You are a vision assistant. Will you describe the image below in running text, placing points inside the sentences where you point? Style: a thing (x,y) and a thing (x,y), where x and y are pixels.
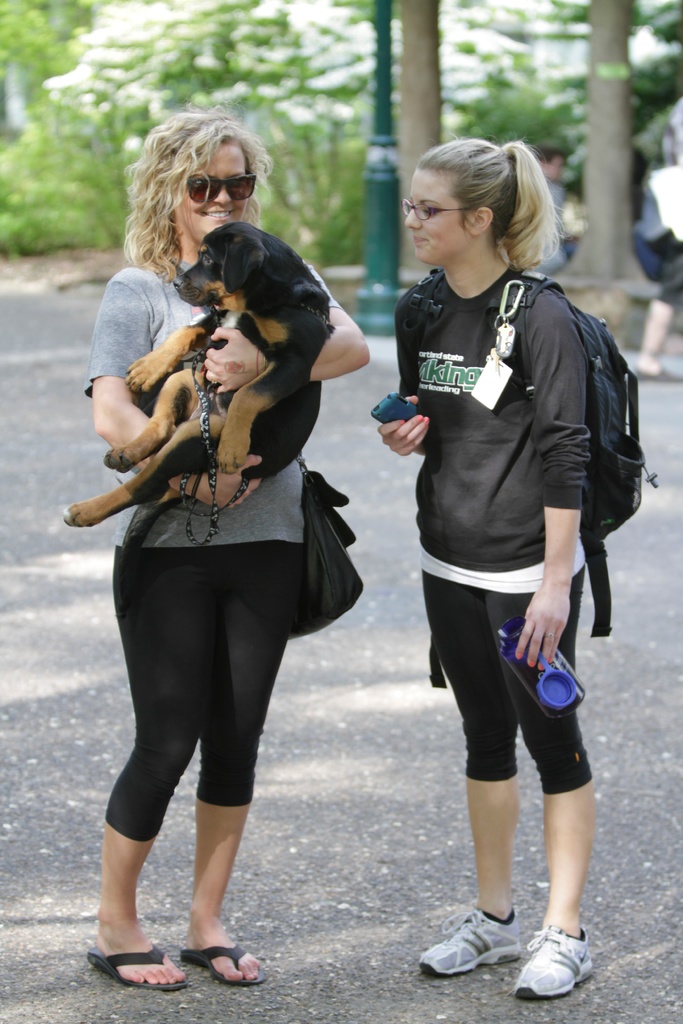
In this picture there were two women (247,576). One woman (224,602) is holding a puppy (258,281) in her hand (233,360) and she is wearing a spectacles (211,190). In the background (268,82) there were some trees (246,96).
